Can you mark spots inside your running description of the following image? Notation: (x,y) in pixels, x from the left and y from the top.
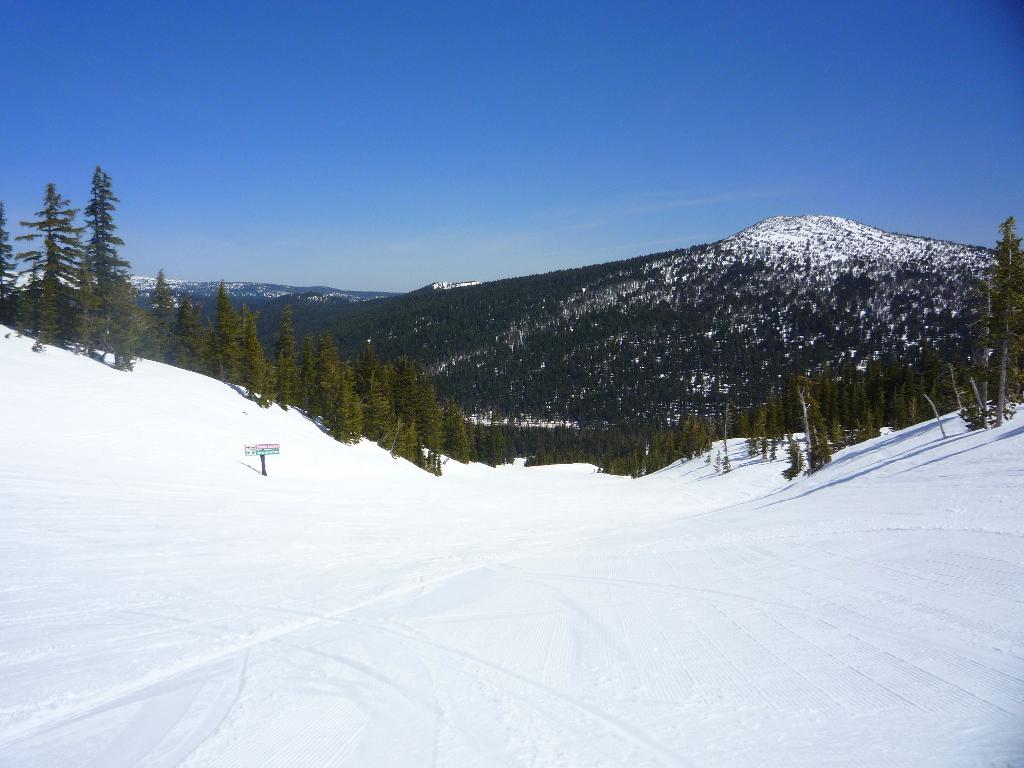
In this picture we can see an object (265,451) in the snow (213,427). There are trees (463,430), other objects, mountains (800,326) covered with snow (816,251) and the sky (523,210).
